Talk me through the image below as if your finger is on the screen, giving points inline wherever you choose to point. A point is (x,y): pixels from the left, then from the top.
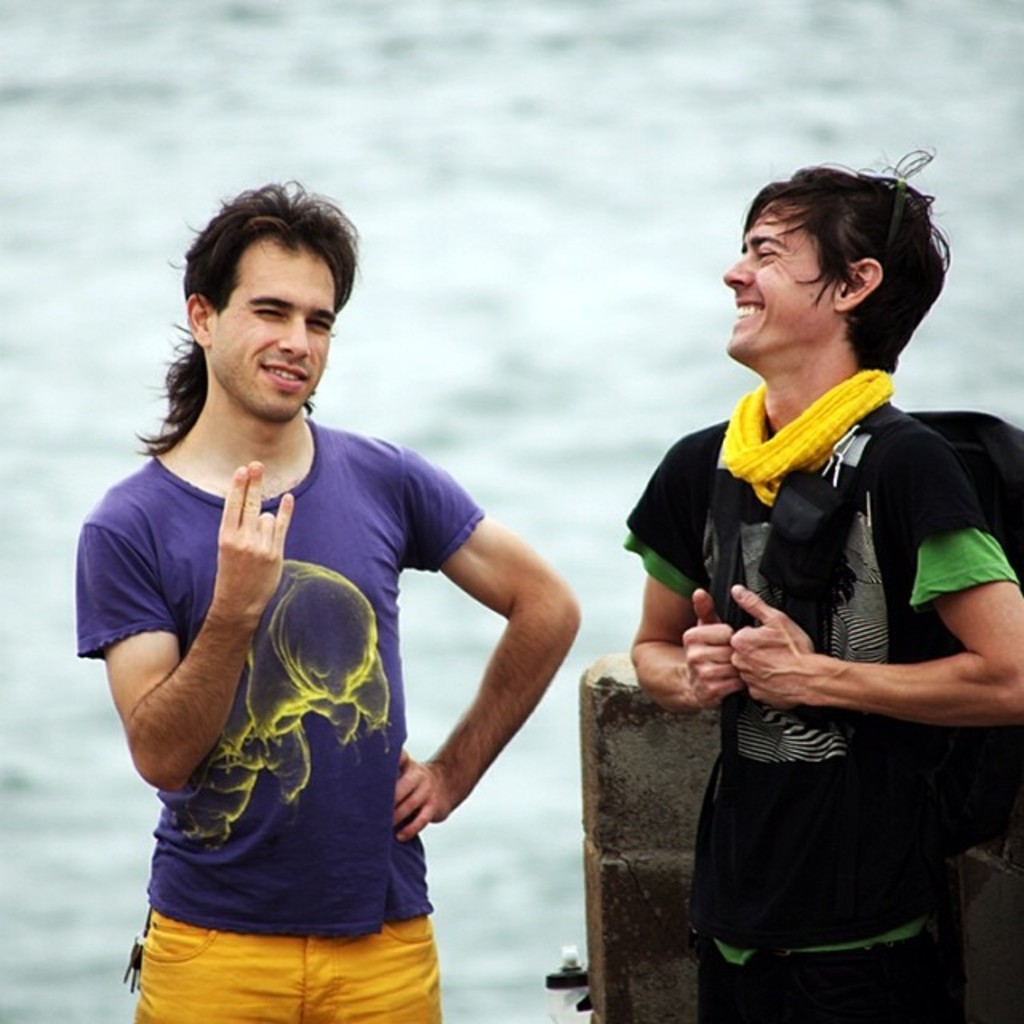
In the picture we can see two men (424,993) are standing, one man (424,993) is in purple color T-shirt (157,506) and showing his two fingers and one man (922,459) is in black T-shirt (873,895) and wearing a bag (839,482) and laughing and behind him we can see a wall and the water (806,83) behind it.
